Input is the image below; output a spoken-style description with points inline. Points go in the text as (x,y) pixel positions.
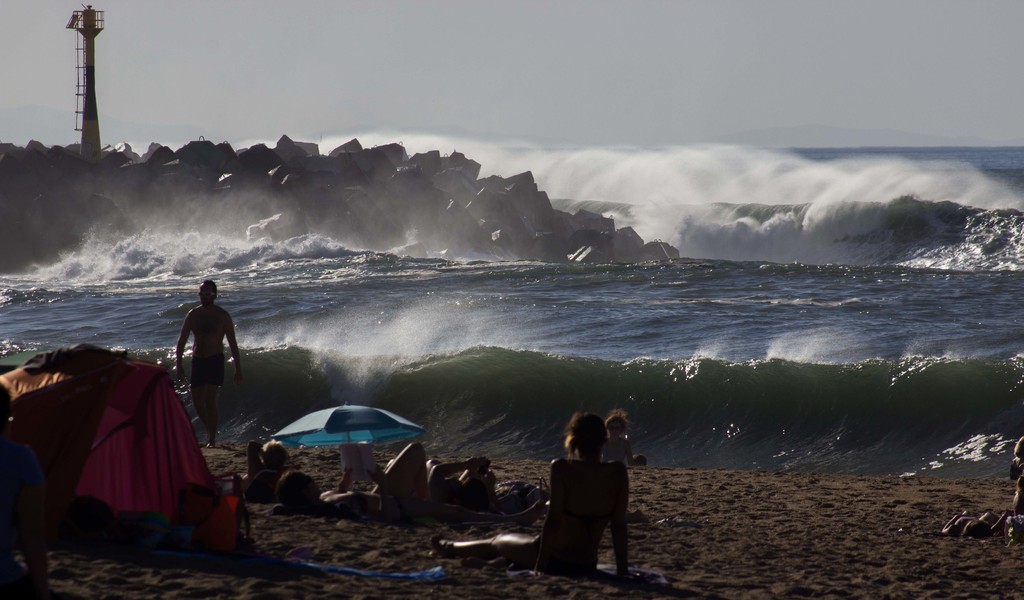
In the image it is a beach (887,511) and in the foreground (826,505) few people (586,482) are lying on the sand (527,470), there is an umbrella (360,426) and a tent (167,403) on the sand surface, behind that there are huge waves (667,236) of the sea (564,307) and on the left side (91,28) there is a lighthouse (82,16), around the light house (83,133) there are many rocks (468,202).
